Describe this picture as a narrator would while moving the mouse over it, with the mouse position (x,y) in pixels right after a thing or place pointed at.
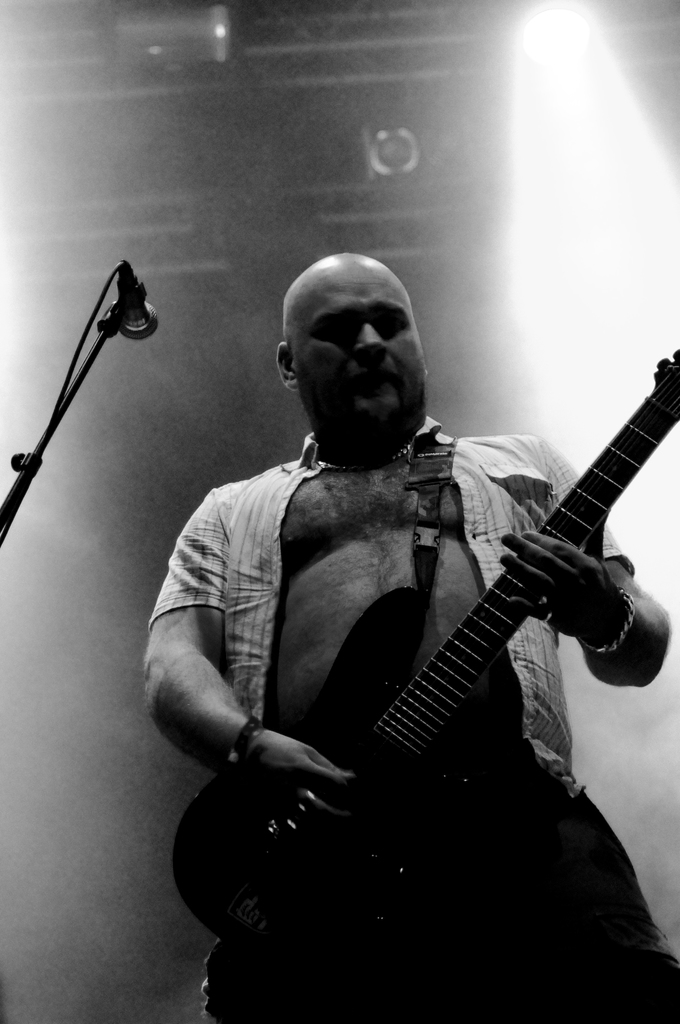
In this image man (380,566) is standing and holding a guitar (377,783) in his hand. On the left side (106,338) there is a Mic (133,291). In the background (287,248) there is a wall (365,62).
